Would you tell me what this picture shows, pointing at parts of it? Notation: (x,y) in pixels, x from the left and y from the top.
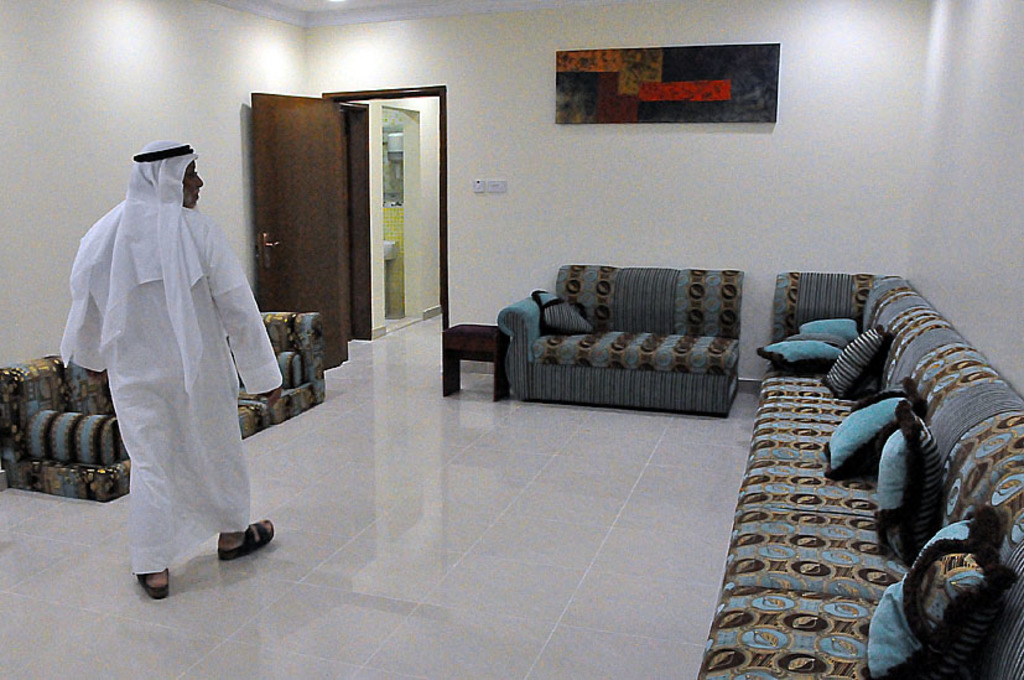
In this room (873,450) there are sofas (634,339). In the left (217,502) one person (169,316) is walking. In the background (634,104) there is a painting (628,90) and a door (297,218) is there.
